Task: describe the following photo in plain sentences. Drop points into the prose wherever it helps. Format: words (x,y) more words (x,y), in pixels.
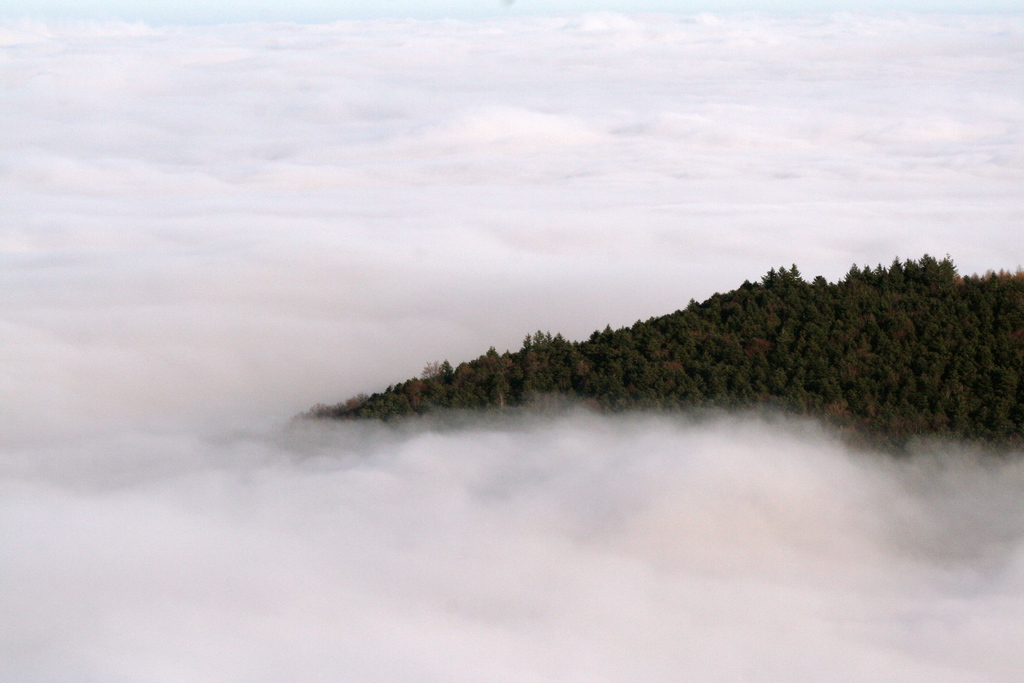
In this image I can see a mountain (651,343) and many trees (745,384) on the mountain (811,380). In the background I can see the sky (453,205).
